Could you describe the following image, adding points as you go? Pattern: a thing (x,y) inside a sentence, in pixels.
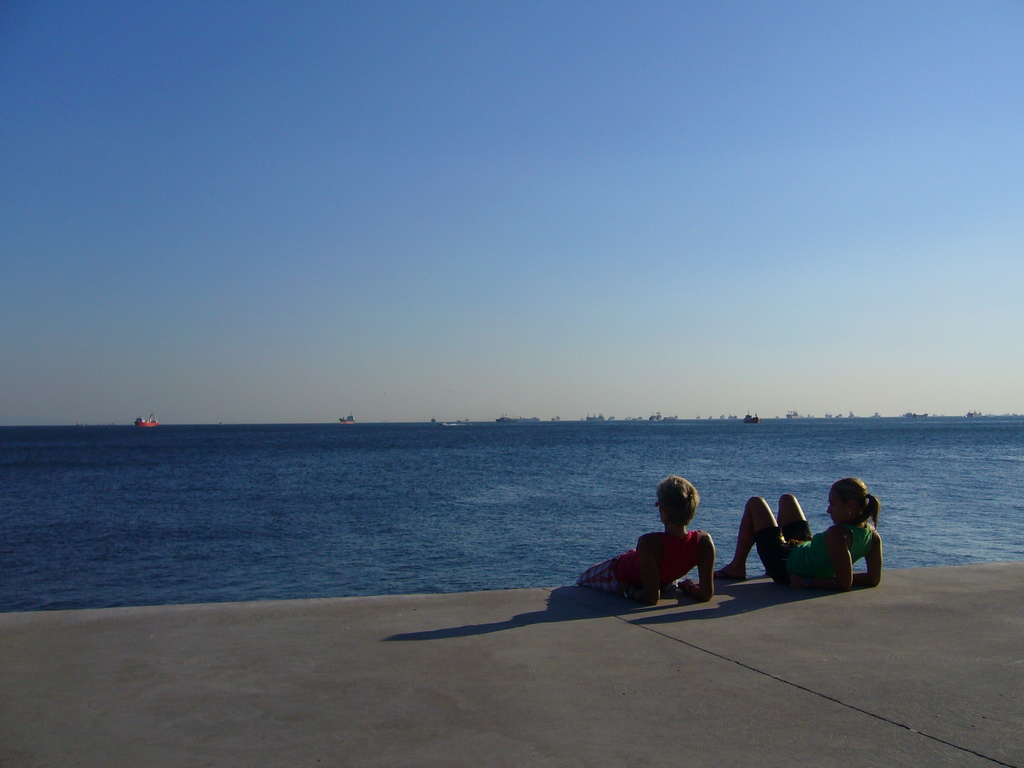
In this picture there are two women (790,551) who are lying on the ground (771,590). In the background (753,422) I can see many boats (751,419) on the sea (708,423). At the top (506,148) I can see the sky (274,215).
